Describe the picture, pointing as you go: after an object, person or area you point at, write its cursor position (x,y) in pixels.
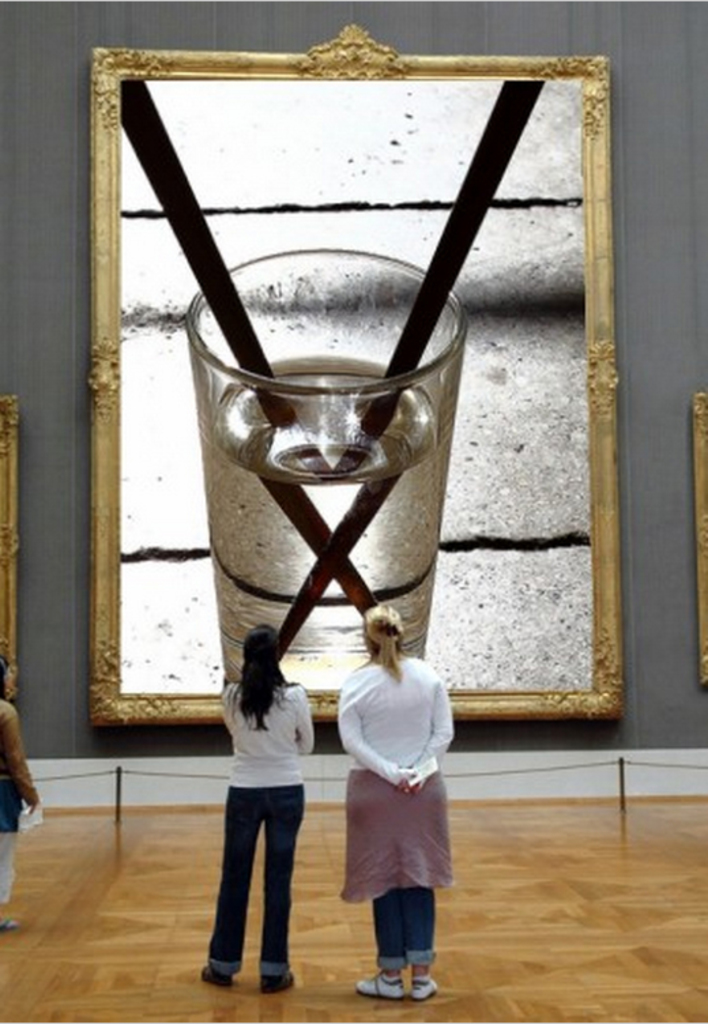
In this picture we can see three persons (376,795) standing and looking at a photo frame (426,517), it is a photo frame (458,427) of a glass of drink (373,455), in the background (699,257) there is a wall (680,278).
